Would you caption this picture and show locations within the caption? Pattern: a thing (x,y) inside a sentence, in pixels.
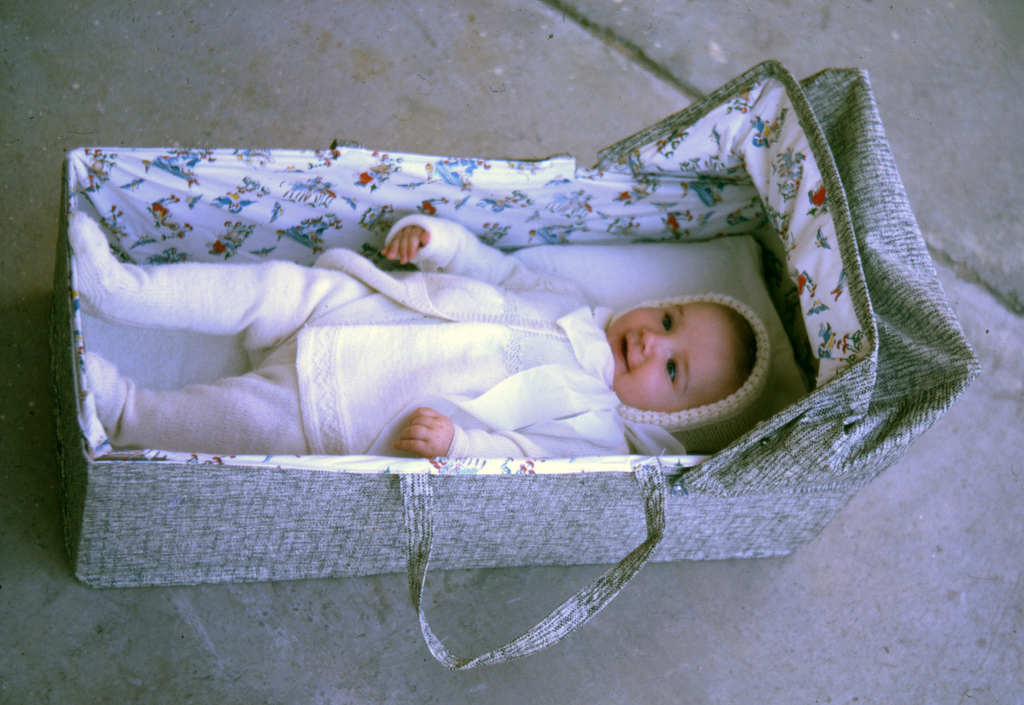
In this picture, it seems like a small baby (403,278) in a basket (214,252) in the foreground (342,329).
